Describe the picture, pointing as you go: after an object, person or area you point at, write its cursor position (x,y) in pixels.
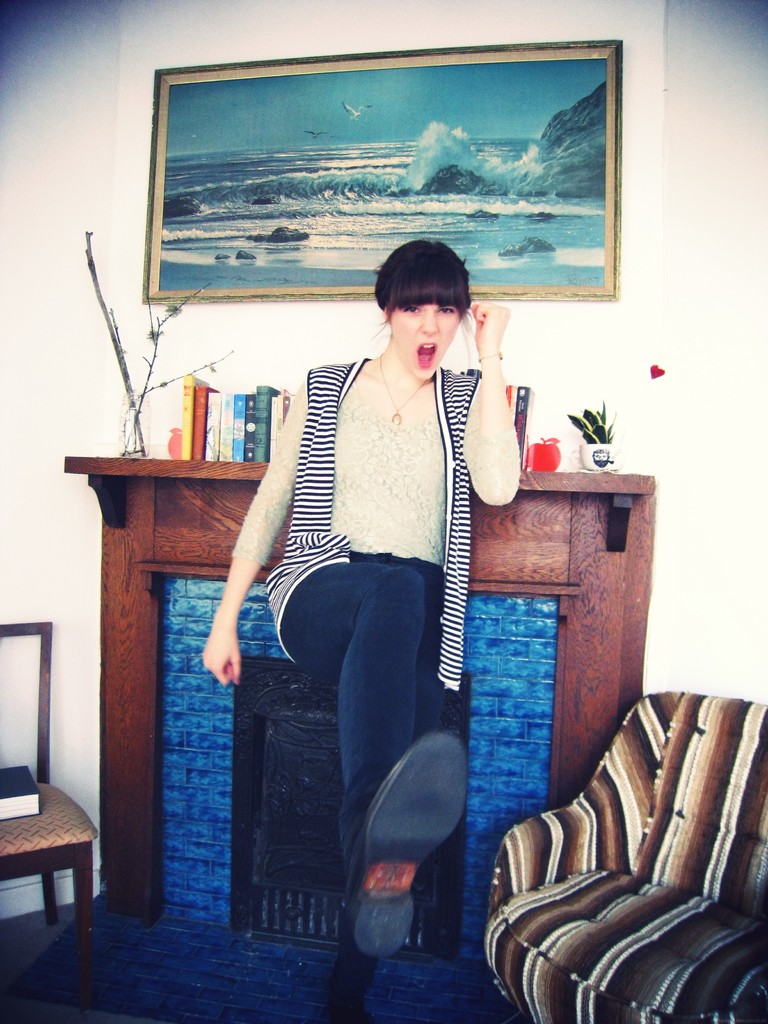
There is a woman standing in the center (269,544) and looks like she is shouting. Here we can see a sofa (679,860) which is on the right side (571,891). This is a chair (55,829) where a book (0,801) is kept on it. Here we can see books (235,450) and this is a photo frame (305,183) which is fixed to a wall (218,58).
